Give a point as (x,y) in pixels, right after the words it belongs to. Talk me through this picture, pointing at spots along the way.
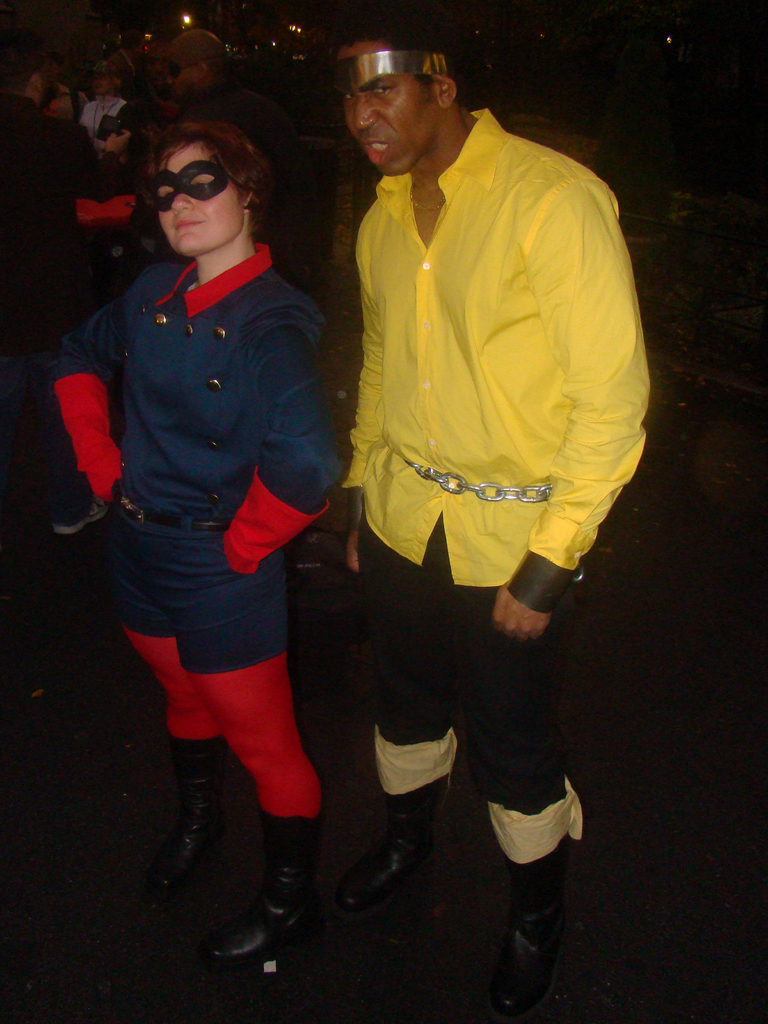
This picture is clicked outside. In the foreground (481,140) there is a man (508,230) wearing yellow color shirt (468,358) and standing on the ground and there is a person (255,444) wearing a blue color dress (238,402) and standing on the ground (241,822). In the background (93,183) we can see the lights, group of persons (197,50) and some other objects (738,244).
